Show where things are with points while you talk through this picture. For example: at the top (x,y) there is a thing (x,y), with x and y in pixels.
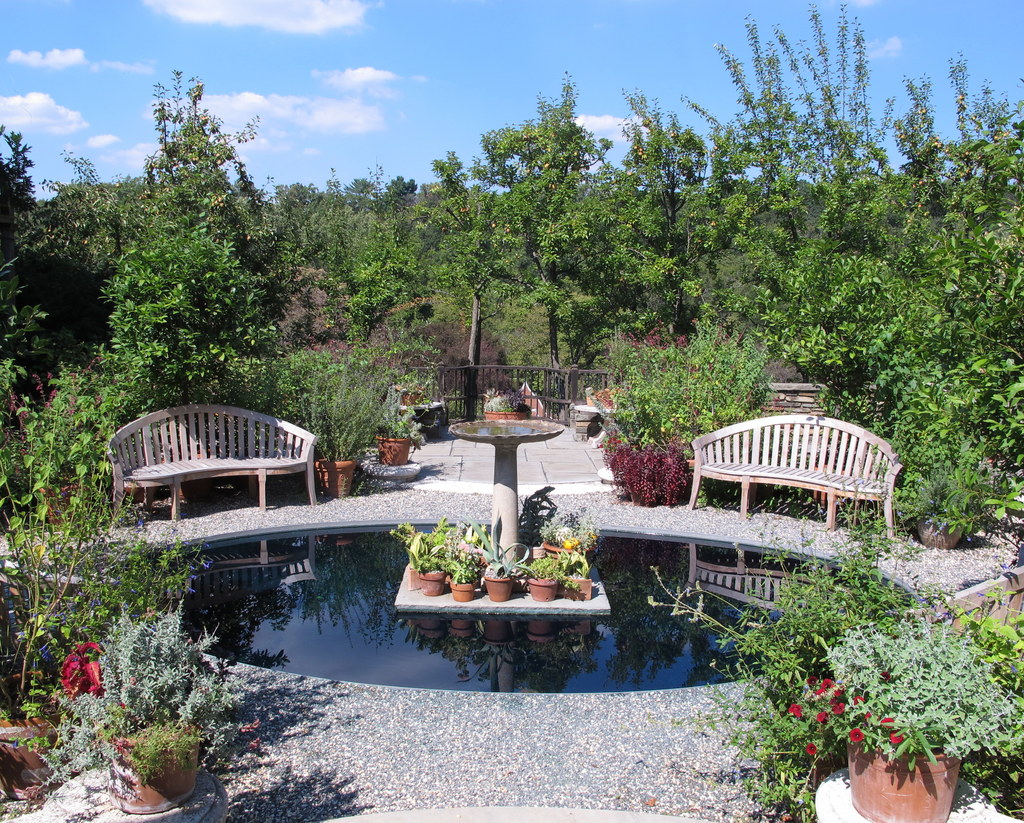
This is a fountain (505,677). Here we can see a few clay pots (548,592). In the background (134,349) we can see trees (255,289), two wooden benches (708,444) and a sky (265,81) with clouds (334,27).
